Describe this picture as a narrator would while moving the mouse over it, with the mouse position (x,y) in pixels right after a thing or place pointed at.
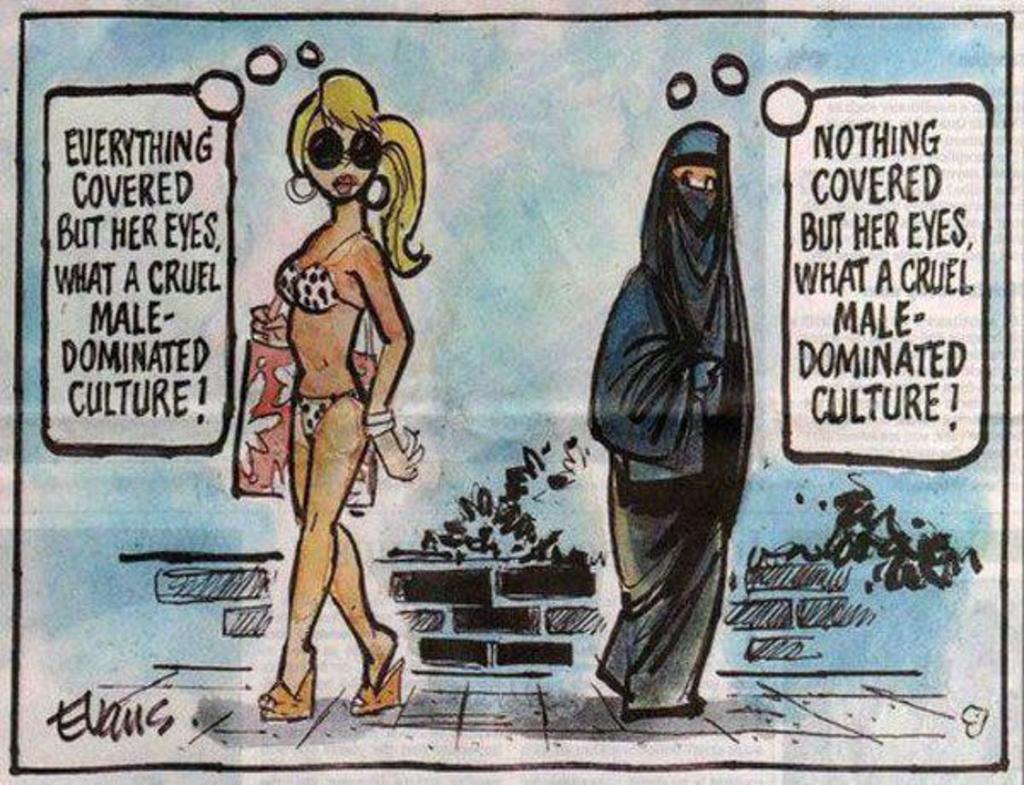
In this image we can see a painting (440,423) of two women (337,288) standing on the floor (391,742). One woman (288,317) is carrying a bag (262,456) in her hand (281,339).
